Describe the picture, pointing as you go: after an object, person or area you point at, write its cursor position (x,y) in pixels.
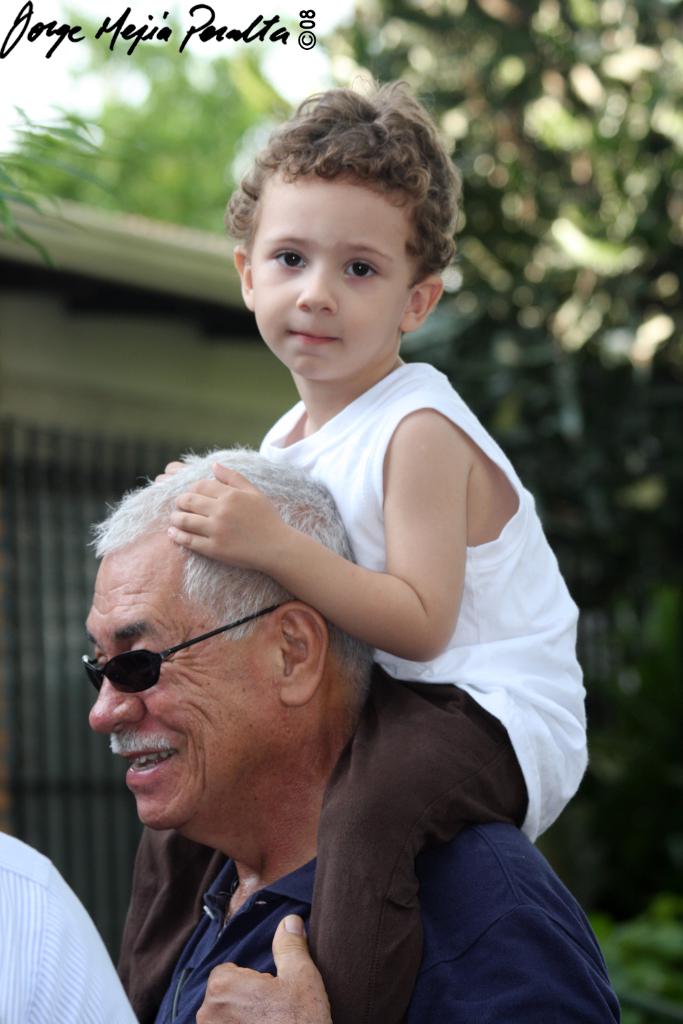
In the image there is a man (471,880) with blue t-shirt (560,971) is smiling and he kept goggles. On his shoulders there is a boy (405,470) in white t-shirt (342,508) is sitting. Behind them there is a house (115,411) with fencing (77,457) and there is a blur background (624,771). At the top of the image (243,21) there is a name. In the bottom left corner (40,923) there is a person (21,940).
